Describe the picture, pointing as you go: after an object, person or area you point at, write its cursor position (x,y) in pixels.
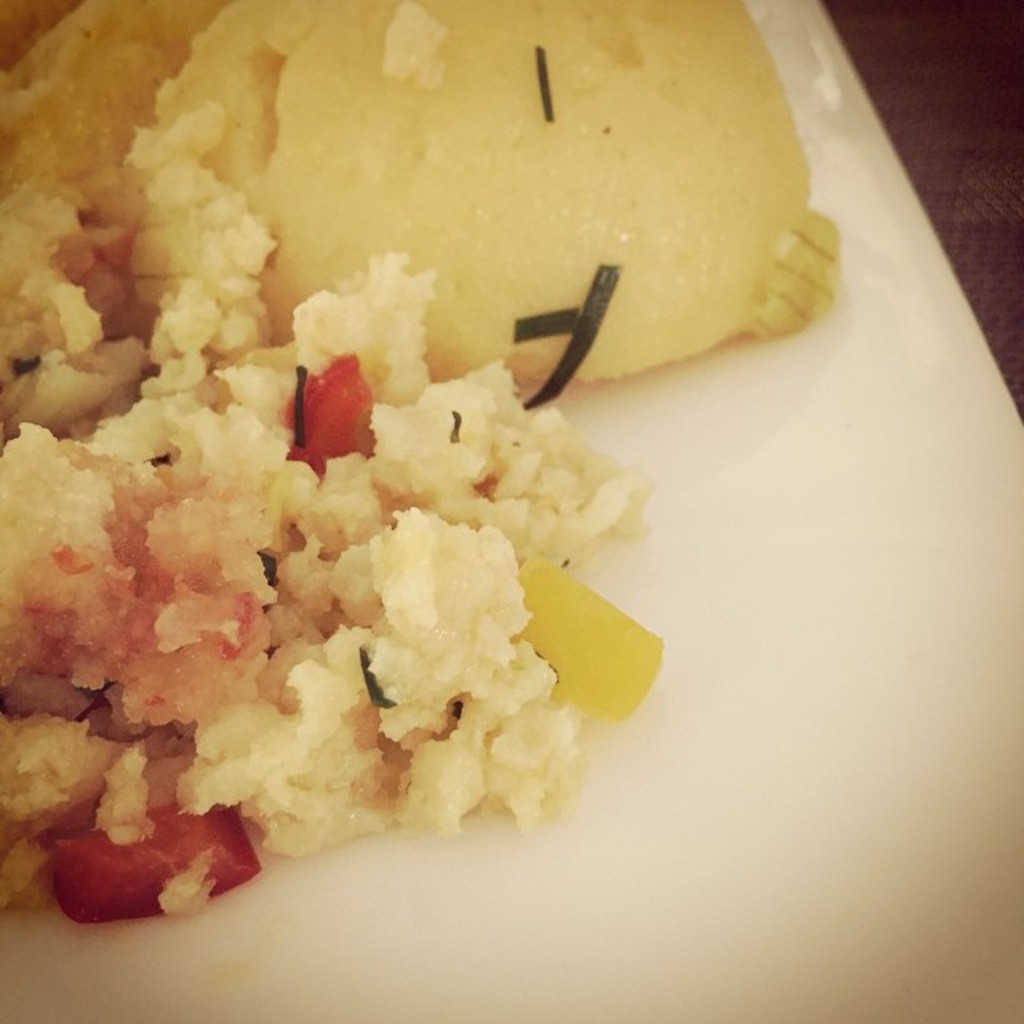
In the foreground of this image (434,481), there is some food item (508,448) on a platter (920,392) which is on the surface (992,160).
